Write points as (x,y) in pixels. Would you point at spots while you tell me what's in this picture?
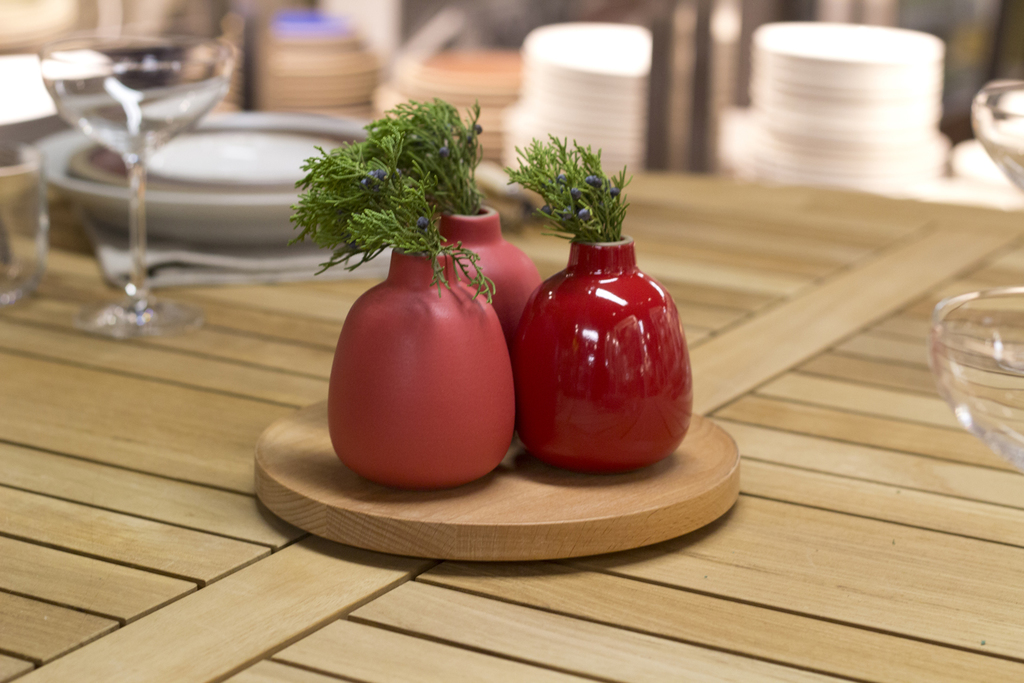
These plants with red color pot (521,272) are highlighted in this picture. On this table (311,320) we can able to see plates (324,134), glasses (112,135) and bowl (225,197).
